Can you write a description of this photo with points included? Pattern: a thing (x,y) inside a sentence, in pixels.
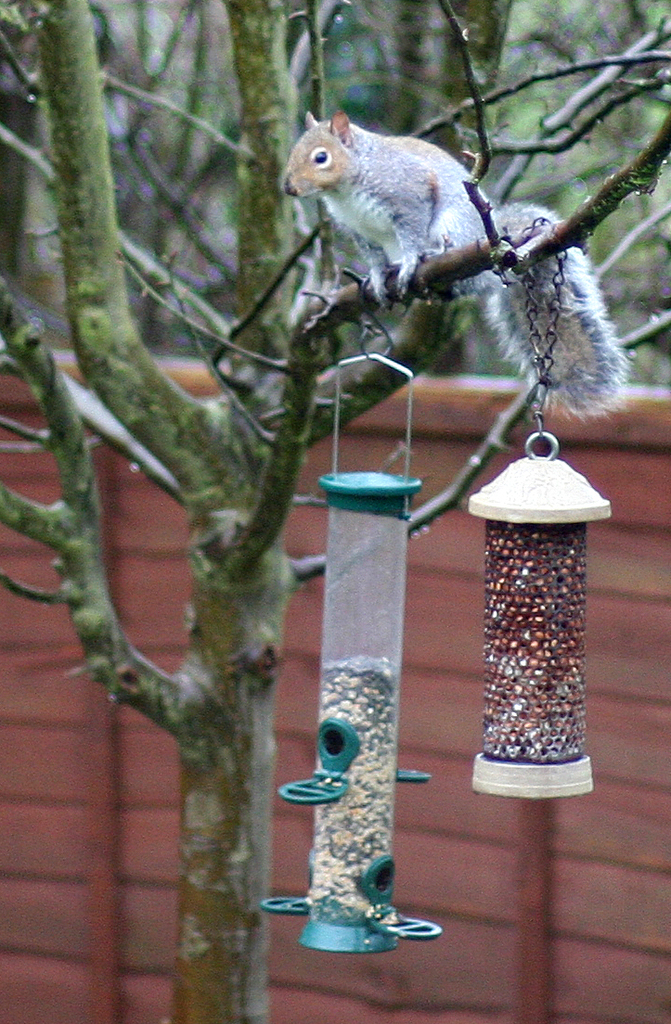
In this image we can see a squirrel (395,166). We can also see the tree (180,440) with two objects (552,479) hanging. In the background (408,739) we can see the wall (630,918).
